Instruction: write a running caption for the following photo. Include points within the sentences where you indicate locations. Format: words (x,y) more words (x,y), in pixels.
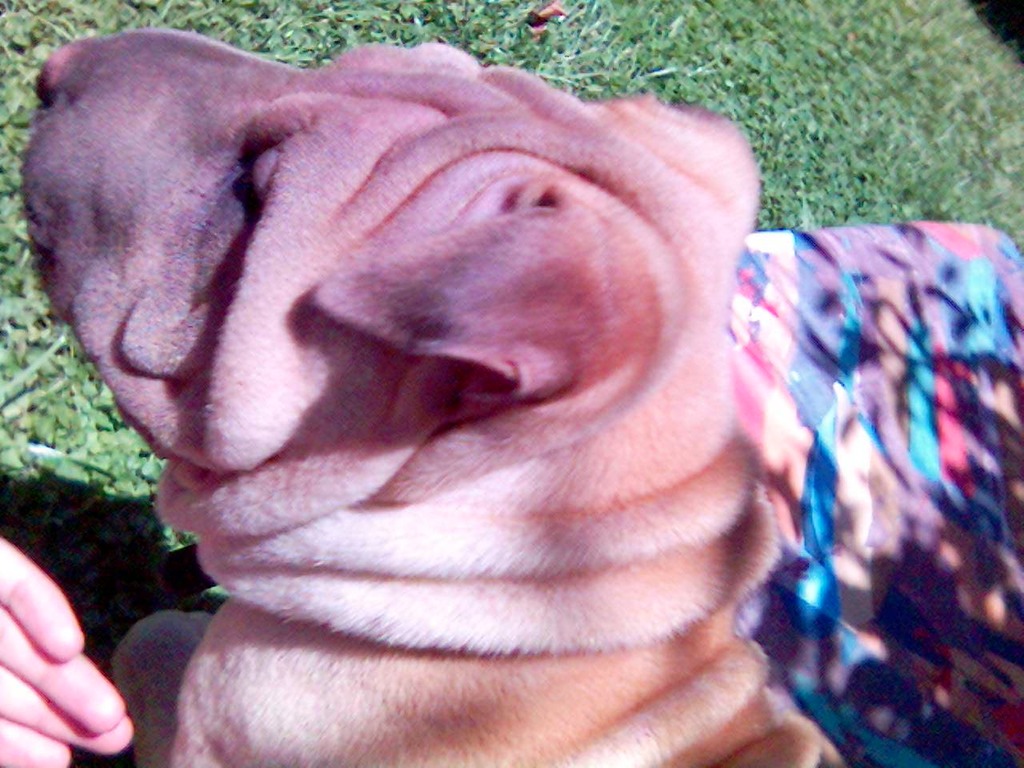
In this image we can see a dog (232,300), the hand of a person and a cloth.
